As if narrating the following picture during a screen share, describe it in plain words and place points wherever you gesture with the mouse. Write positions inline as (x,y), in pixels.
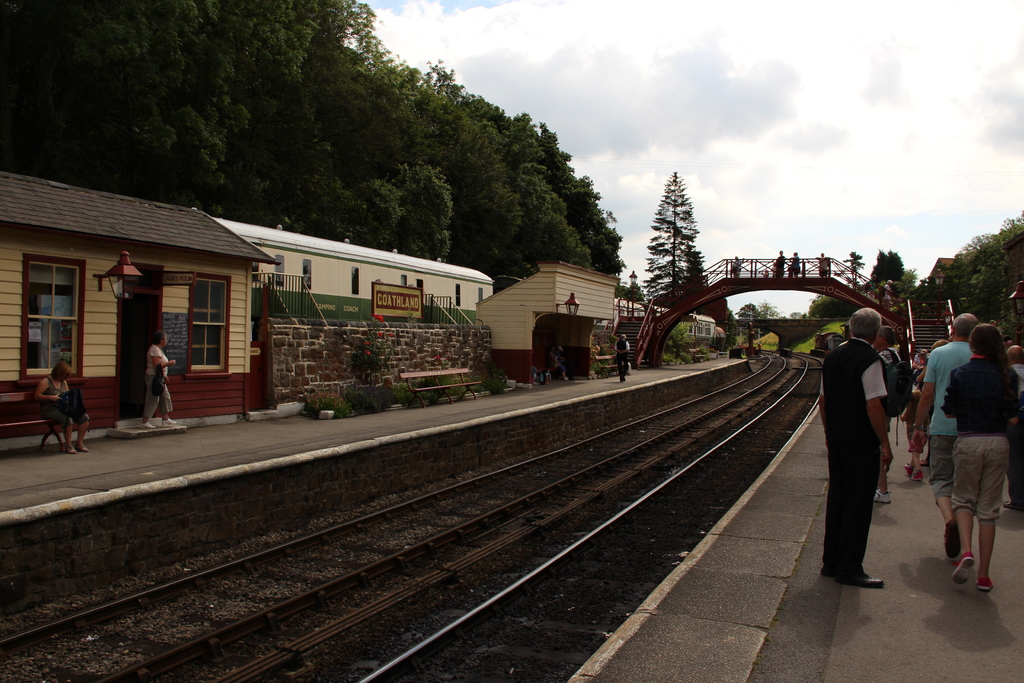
In this image I can see the track (507,512). To the side of the track (584,448) there is a platform (728,568). On the platform (881,605) I can see the group of people (985,474) standing and wearing the different color dresses (953,424). I can see few people (56,401) with bags (79,409). To the left (218,339) there are buildings (238,318). In the background (830,290) I can see the bridge (862,298) and railing (765,270). I can see few people (796,266) on the bridge (793,277). I can also see many trees (434,119), clouds (681,159) and the sky (825,172) in the back (825,172).
